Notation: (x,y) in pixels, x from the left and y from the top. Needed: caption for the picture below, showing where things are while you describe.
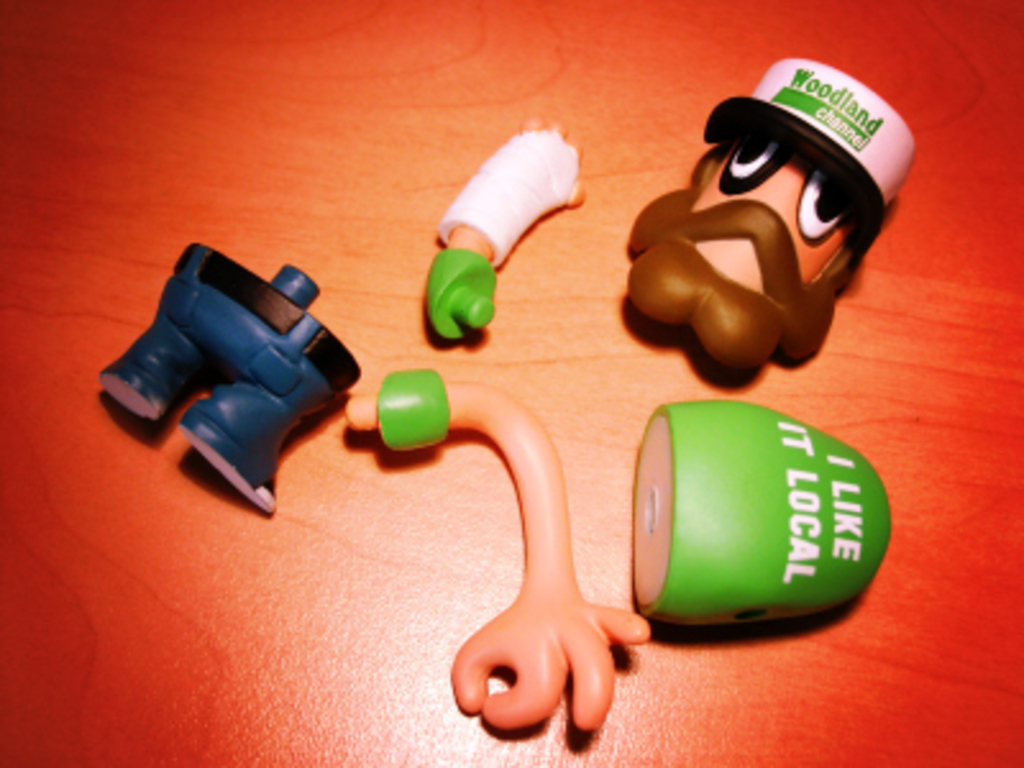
In this image, we can see some toys (309,335) on the table (202,680).
